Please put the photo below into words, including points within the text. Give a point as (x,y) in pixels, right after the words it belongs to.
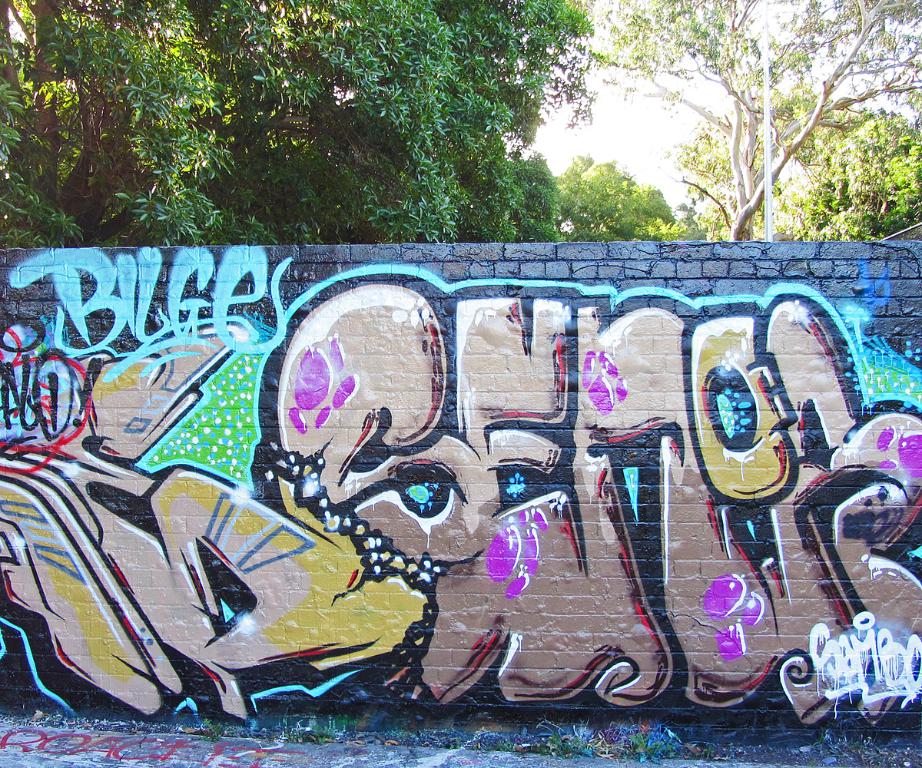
There is a painted wall (404,558) in the middle of this image (415,417) and there are some trees (577,185) in the background (850,196).
